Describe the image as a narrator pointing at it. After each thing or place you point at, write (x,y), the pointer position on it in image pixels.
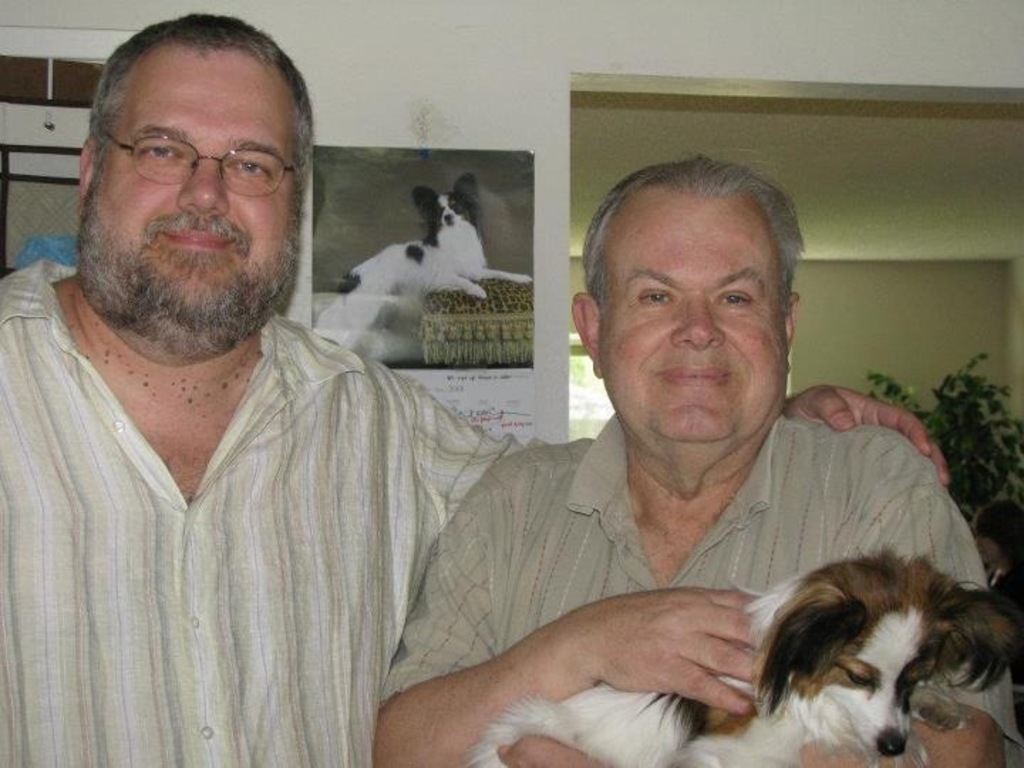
In this image we can see two persons (120,753). The person (894,521) on the right side (780,762) is holding a dog (607,760) in his hand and both are smiling.
